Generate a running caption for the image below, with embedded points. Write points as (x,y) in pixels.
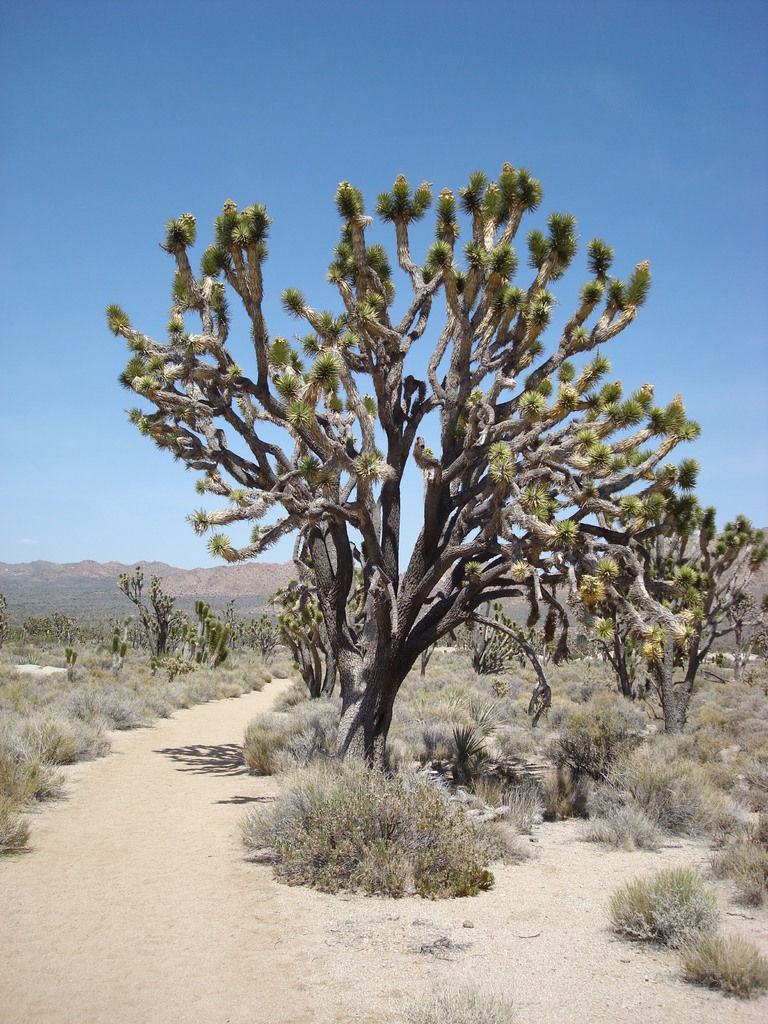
The picture consists of shrubs (454,765), trees (354,607), sand (267,791) and dry grass (650,752). In the background (167,586) there are hills (250,575) and trees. Sky (372,123) is sunny.
